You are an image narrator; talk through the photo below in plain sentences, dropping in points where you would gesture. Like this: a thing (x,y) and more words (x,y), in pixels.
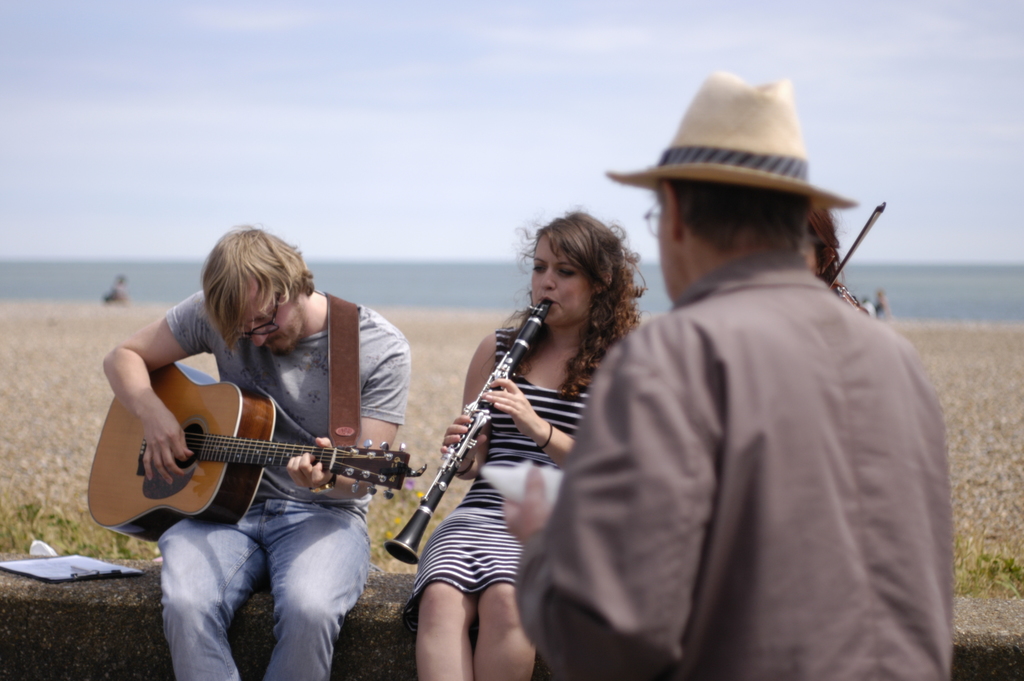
At the top of the picture (325,121) we can see sky (364,112). Here we can see a man (242,532) and woman (565,353) sitting and playing musical instruments (292,455). Opposite to them we see a man (817,346) standing, wearing spectacles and a hat (737,173). Here we can see a paper (64,568) beside to this man (307,566).
